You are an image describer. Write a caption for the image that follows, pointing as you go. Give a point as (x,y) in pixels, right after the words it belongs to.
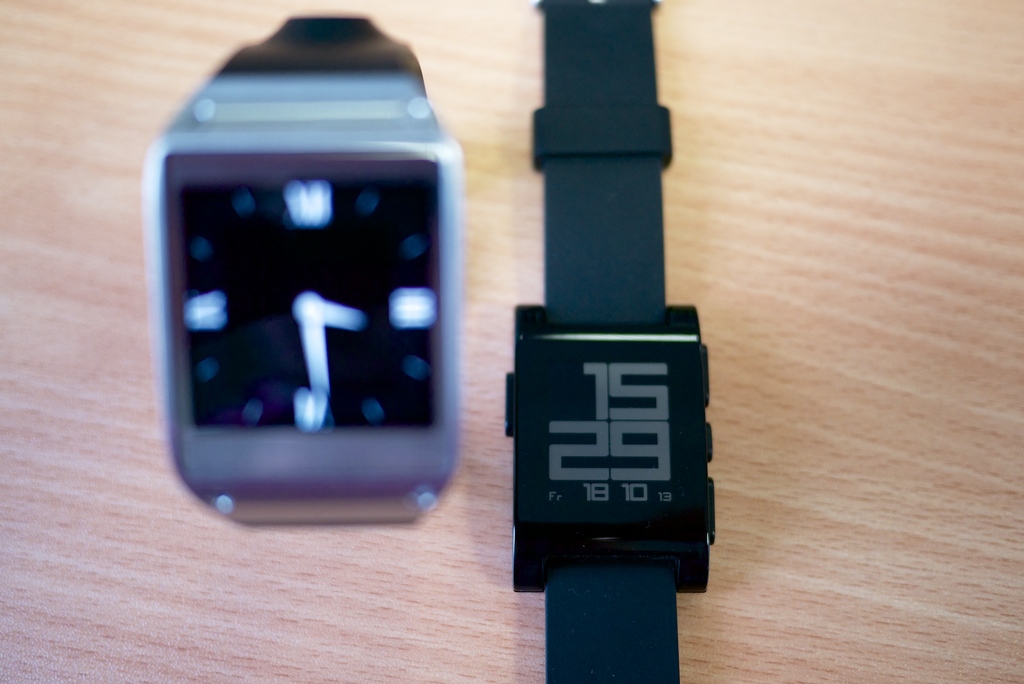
In this picture there are two watches (279,76) in the center of the image (615,393).
